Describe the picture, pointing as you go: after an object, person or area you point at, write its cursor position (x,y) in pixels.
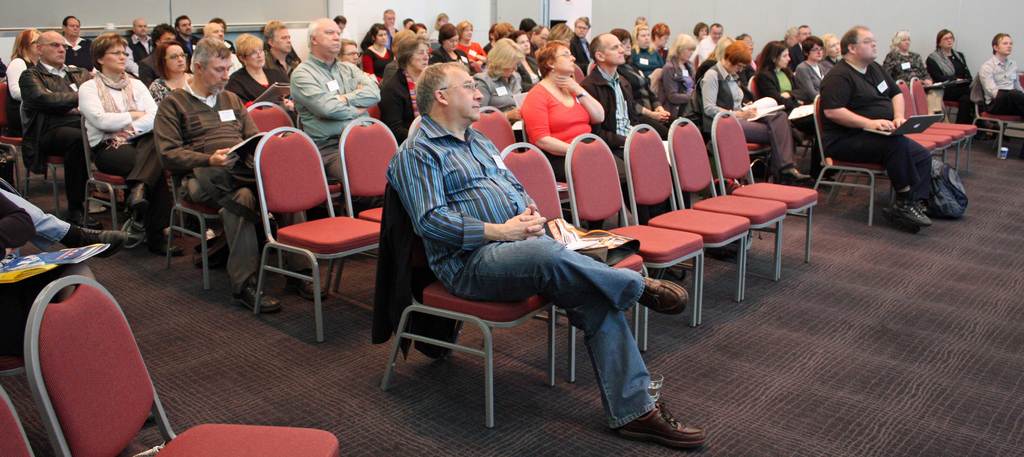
In this image I can see group of people (326,75) sitting on the chairs (490,132). There are few empty chairs (376,145). These chairs (645,197) are made of red cushion (714,214). I can see a bag (951,205) placed on the floor (965,237). The floor (950,356) was covered up with the carpet (970,379).
